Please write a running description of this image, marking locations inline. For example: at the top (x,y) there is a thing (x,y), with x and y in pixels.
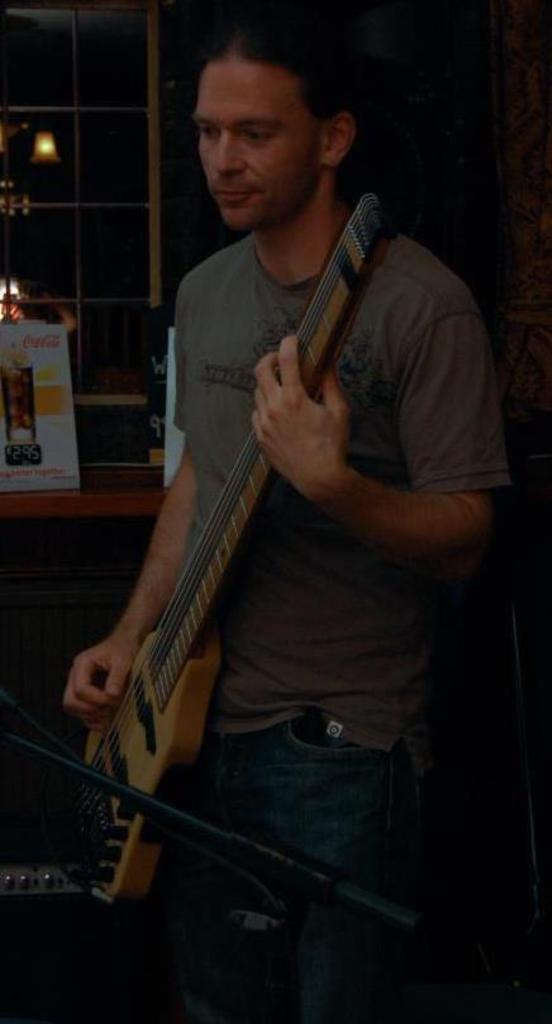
In this image there is a person (442,436) standing and playing guitar (161,679). Beside him there is table (80,498) and there is a board (44,406) on it. In the background (89,260) there is a window (141,178) and a wall lamp (45,151).
